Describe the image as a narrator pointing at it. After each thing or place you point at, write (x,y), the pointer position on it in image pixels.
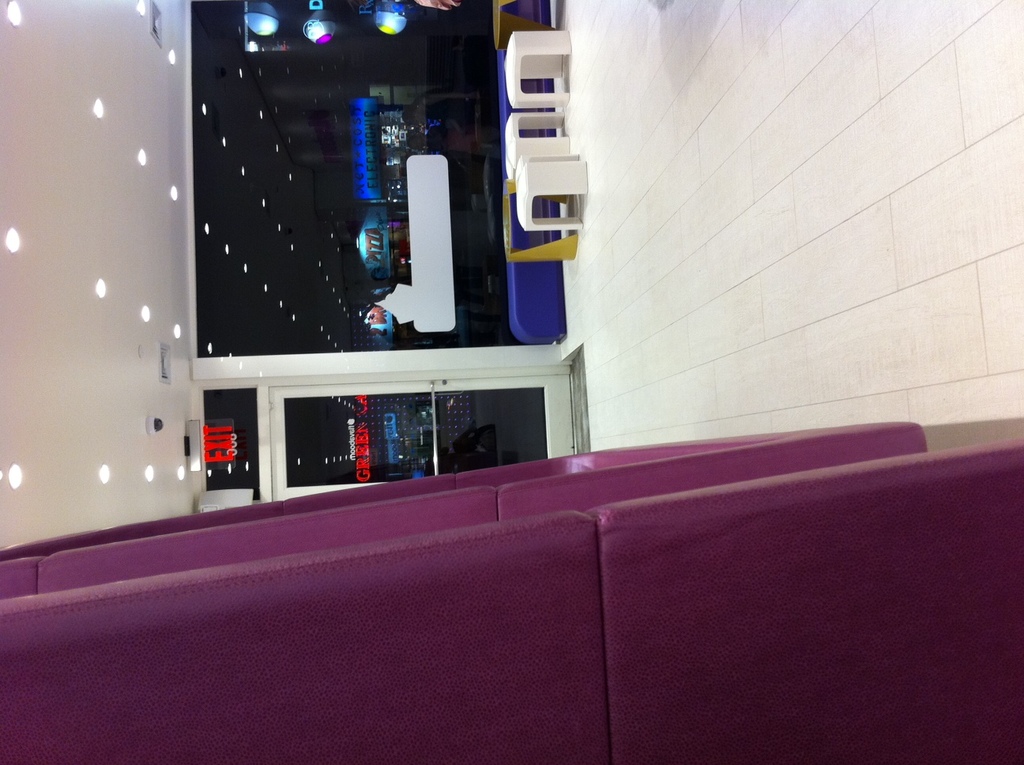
In this image I can see the pink color object (552,562). To the side I can see the white colored stools (561,165). In the background (414,253) I can see the glass (394,254) and the exit board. I can also see the lights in the top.
